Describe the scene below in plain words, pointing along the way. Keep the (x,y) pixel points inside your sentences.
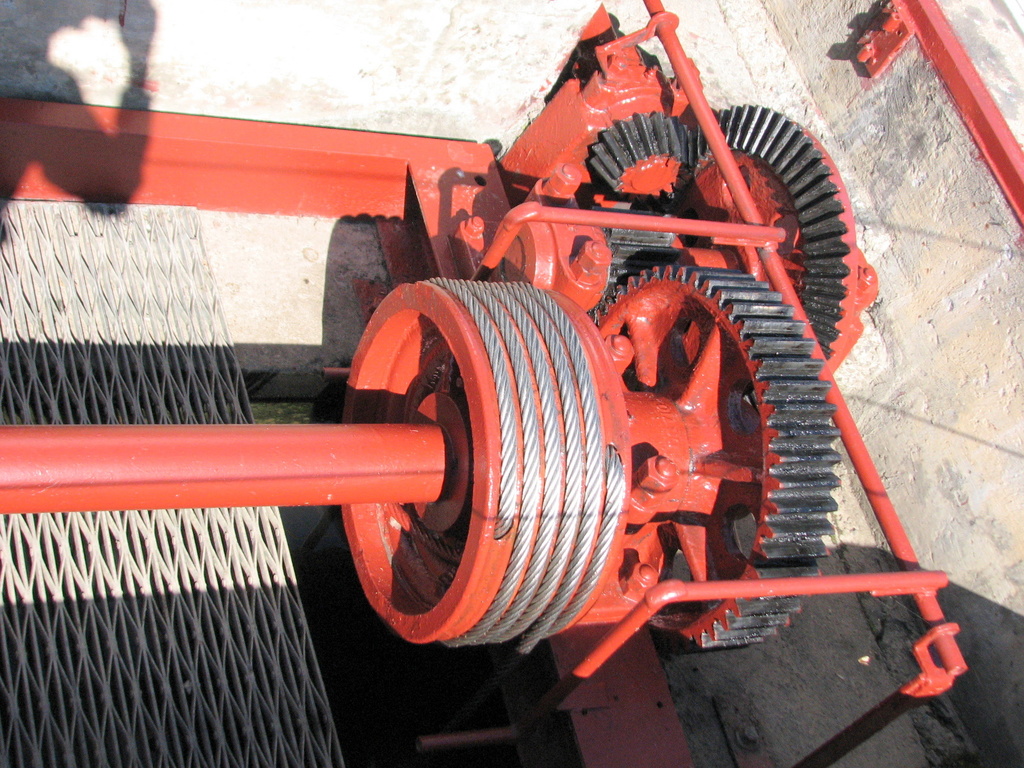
In this picture we can see a machine (274,503) and a mesh (169,381) on the ground (260,343) and in the background (980,374) we can see the wall (923,240).
